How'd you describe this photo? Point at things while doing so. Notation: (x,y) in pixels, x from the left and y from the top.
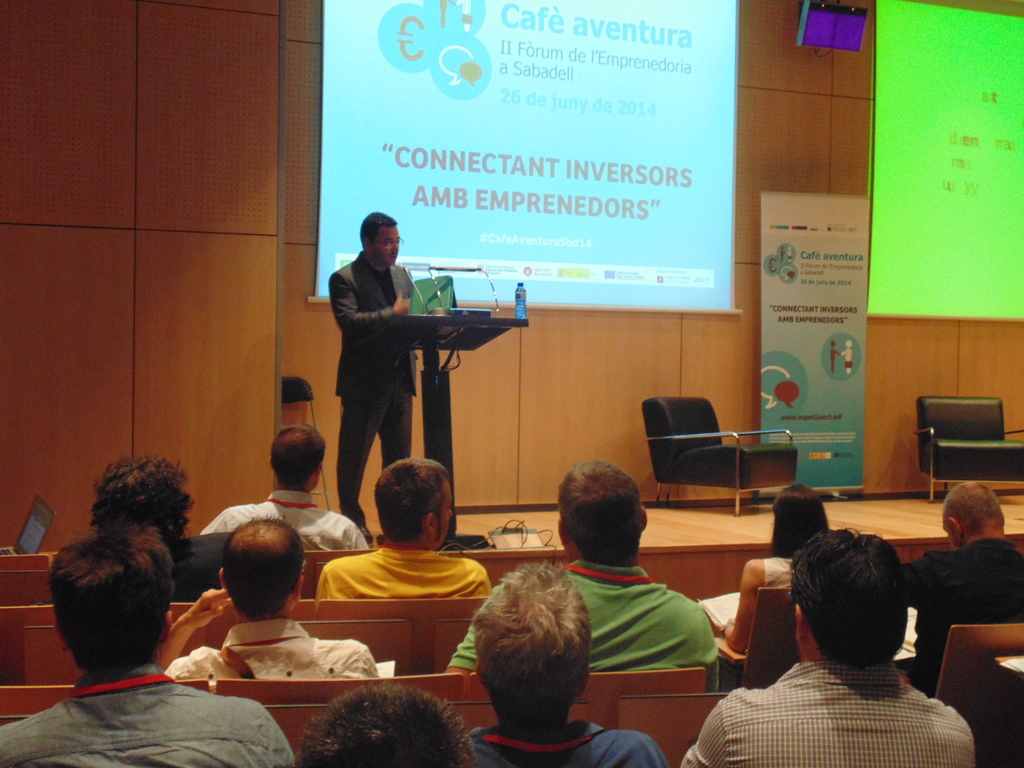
In this image, we can see people (595,585) sitting on the chairs (748,641) and are wearing id cards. In the background (396,359), there is a man (383,312) standing and we can see a bottle (519,299) and some other objects (431,302) on the podium (435,431) and there are chairs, boards (850,358) and we can see screens (726,117) on the wall (551,431).
